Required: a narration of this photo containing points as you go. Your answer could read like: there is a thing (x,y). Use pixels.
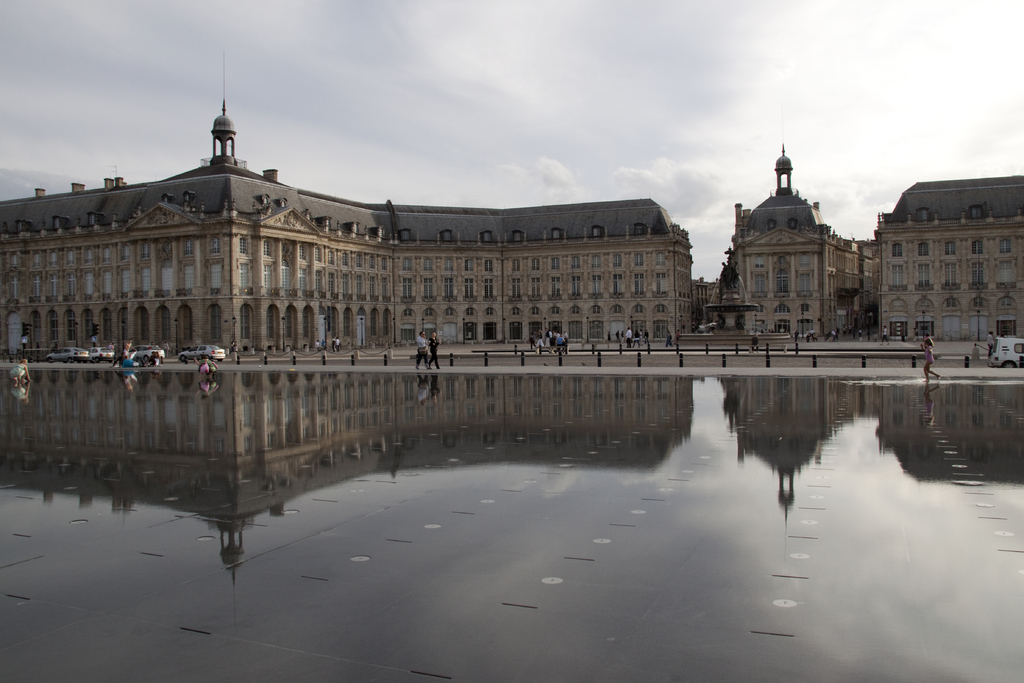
In this image I can see water (480,436) in the front (370,411) and I can also see number of white colour things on the ground (834,460). In the background (667,317) I can see number of people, number of vehicles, few buildings (589,304), clouds (674,178) and the sky (590,182). I can also see reflection (484,433) of buildings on the water (511,432).
